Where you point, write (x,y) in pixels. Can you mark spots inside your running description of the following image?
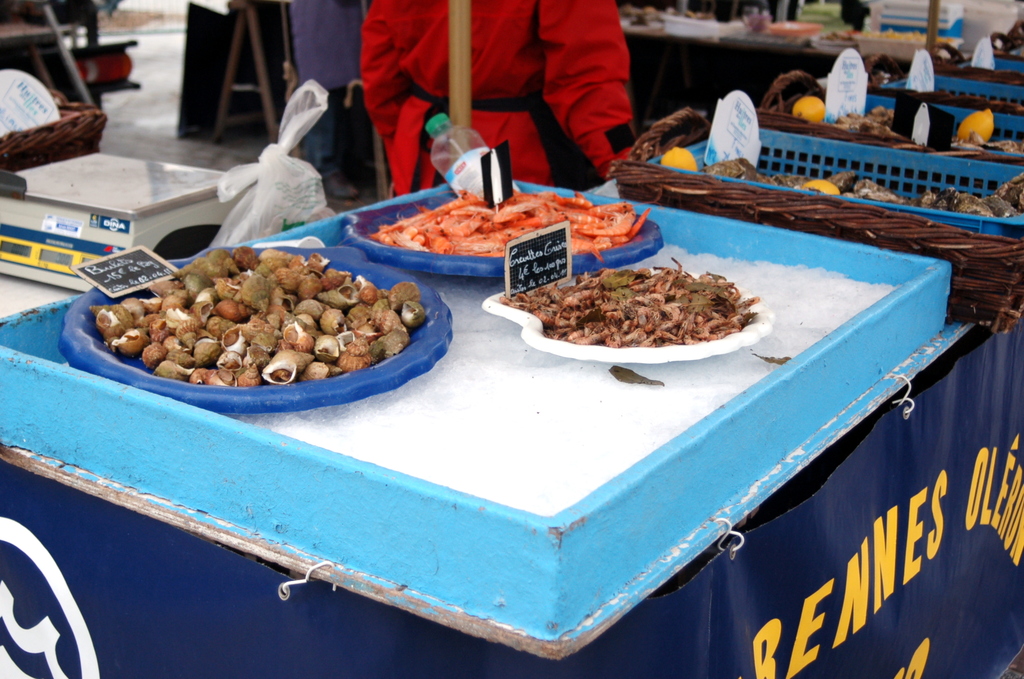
In this picture I can see the tables (840,267) in front and on it I can see a weighing machine (180,167), different types of food items (476,206) and I see a cover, few name boards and I can see the blue color cloth (196,561) on the bottom of this picture (906,495) and I see something is written on it. In the background (299,26) I can see 2 persons (338,4) and I see that it is blurred in the background (282,66).
